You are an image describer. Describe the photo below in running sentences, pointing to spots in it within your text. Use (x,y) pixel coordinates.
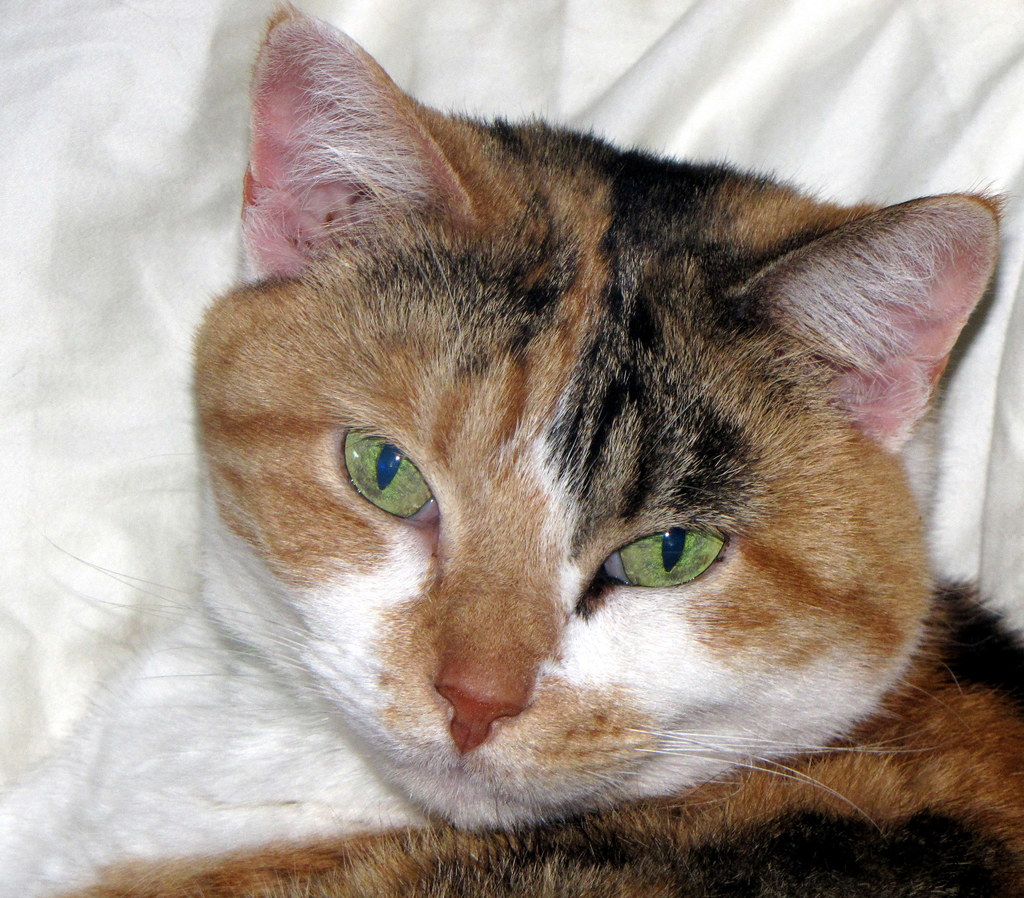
In this picture, there is a cat (757,501) which is in brown in color.
